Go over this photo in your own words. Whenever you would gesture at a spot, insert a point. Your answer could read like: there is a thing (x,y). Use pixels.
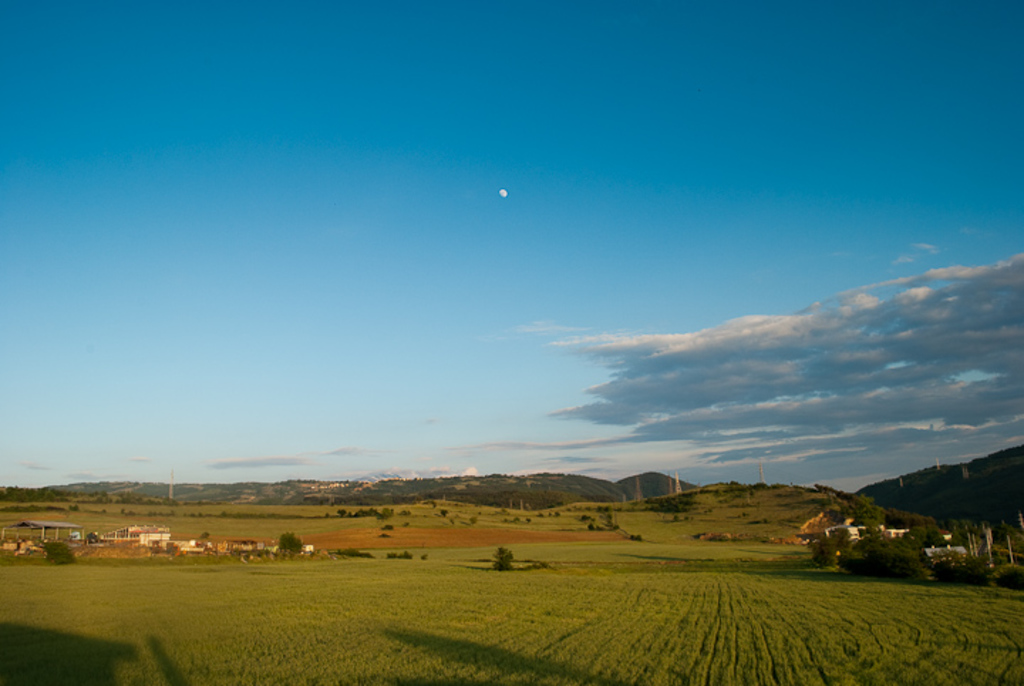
In this image there is the sky (543,237), there are clouds (802,350) in the sky (751,268), there are mountains (392,489), there are mountains (942,488) truncated towards the right of the image (923,478), there are towers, there are trees (299,540), there are plants (500,556), there are buildings (127,528), there is the grass (881,610).
